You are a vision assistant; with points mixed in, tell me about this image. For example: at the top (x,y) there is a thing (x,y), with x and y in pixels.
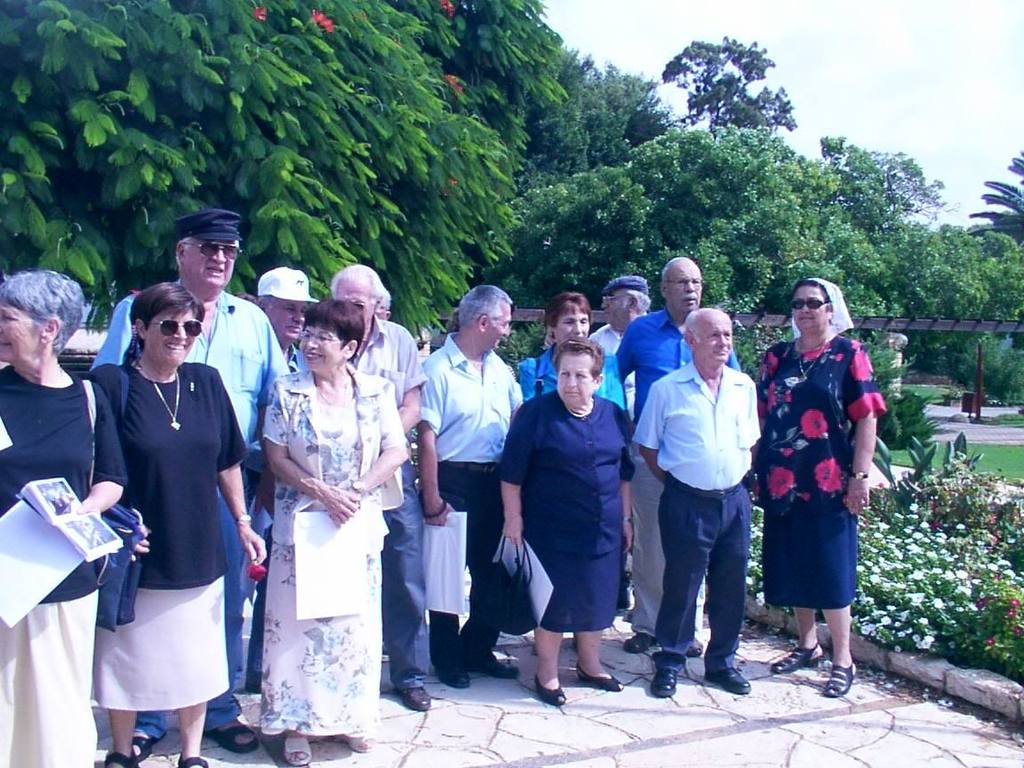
In the background (850,99) sky (797,47) is visible. In this picture we can see trees (306,127), plants (949,468), objects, grass (1004,450) and flowers (969,496). We can see people (56,362) standing and few (176,362) are holding objects (50,522) in their hands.
